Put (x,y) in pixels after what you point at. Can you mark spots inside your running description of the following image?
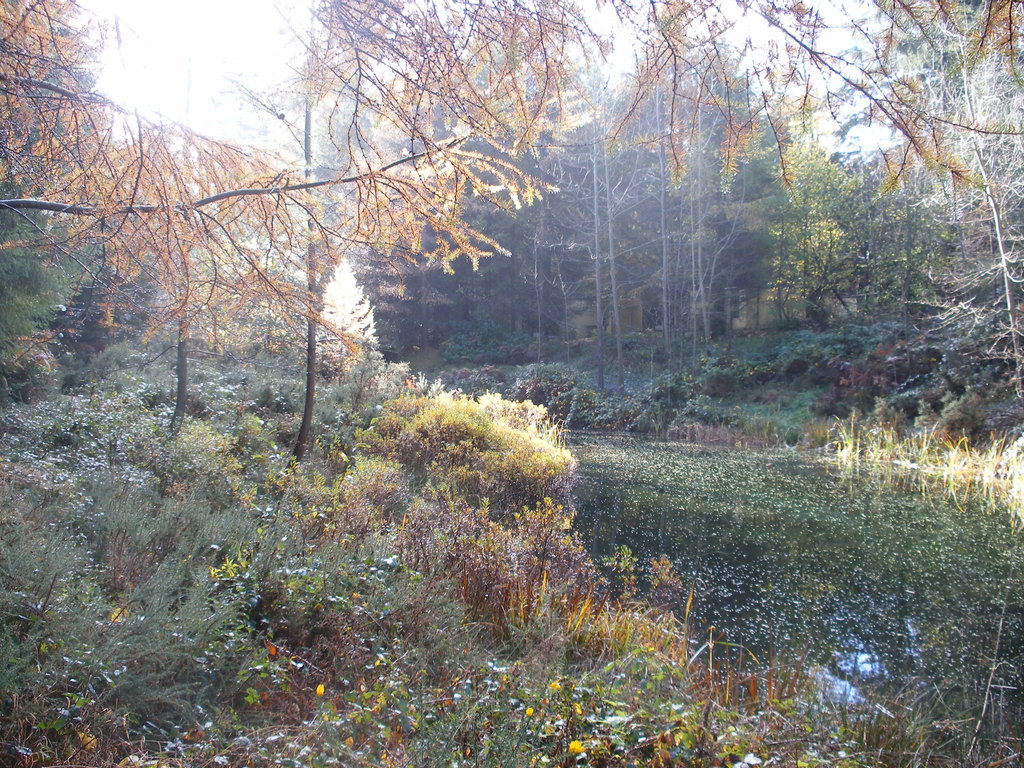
In this picture I can see plants (610,681) with flowers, there is water (677,443), there are trees (15,208), and in the background (258,110) there is sky (815,85).
